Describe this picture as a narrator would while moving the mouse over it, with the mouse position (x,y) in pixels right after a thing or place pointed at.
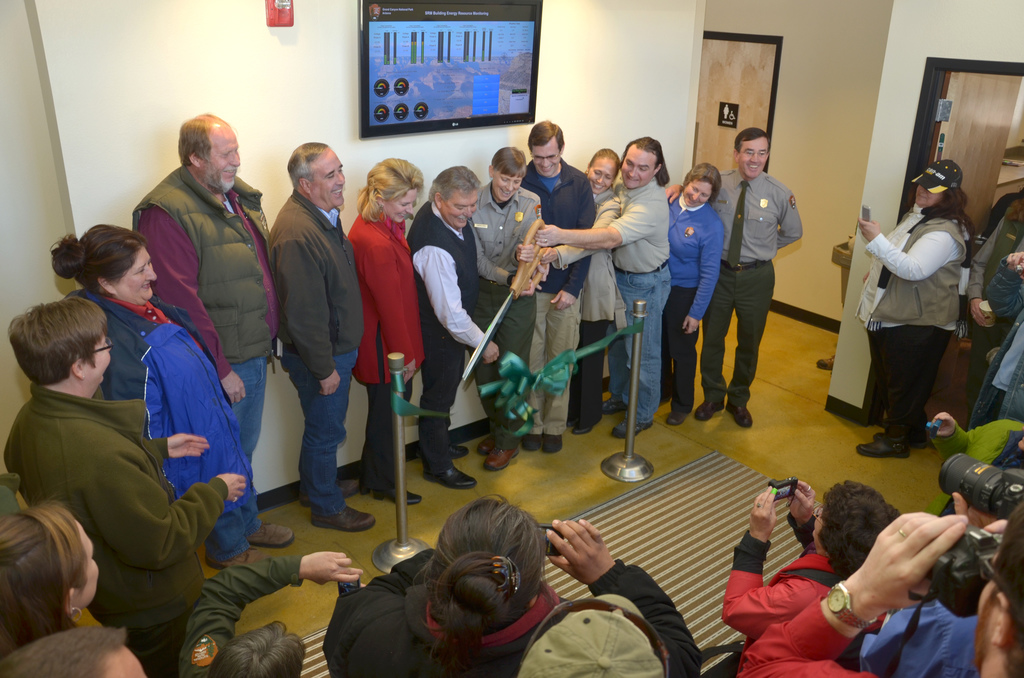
In the picture we can see group of people (438,223) standing in row and holding scissors (464,371), there is ribbon (540,385) and on right side of the picture (783,616) there are some persons (731,597) standing and holding cameras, mobile phones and in the background of the picture (205,88) there is a wall (349,42), screen (426,79) which is attached to the wall (38,213), there are some doors (758,109).
